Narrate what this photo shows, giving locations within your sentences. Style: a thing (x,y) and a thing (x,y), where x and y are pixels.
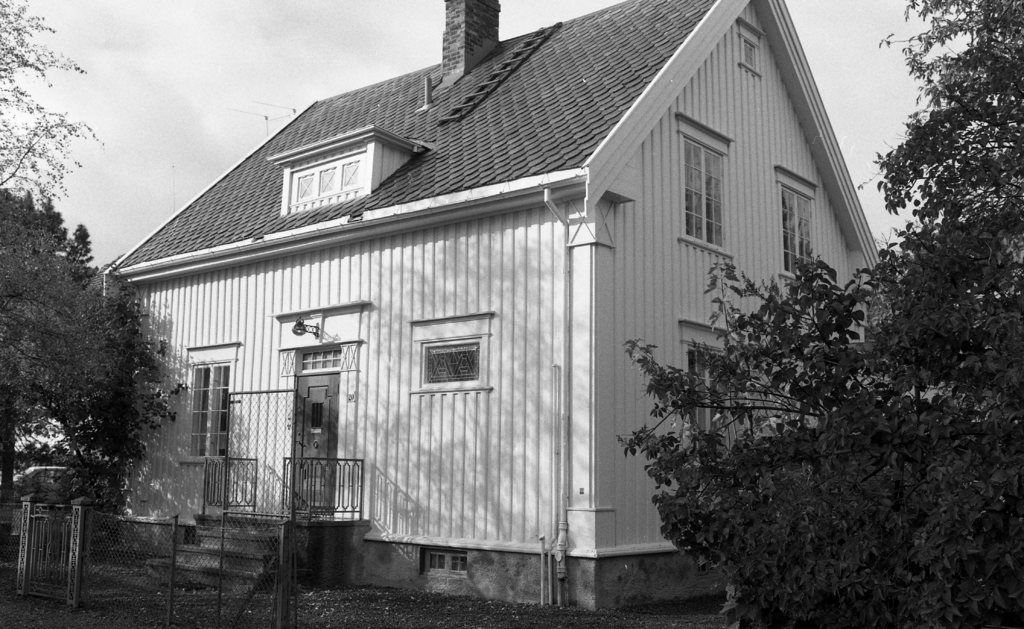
This is a black and white image. In the middle of the image (656,291) there is a building (340,371). In front of this building (354,404) there are few stairs (243,566) and a net fencing (174,563). On the right (908,471) and left side of the image (54,313) there are some trees (740,360). At the top of the image (168,70) I can see the sky (156,48).
